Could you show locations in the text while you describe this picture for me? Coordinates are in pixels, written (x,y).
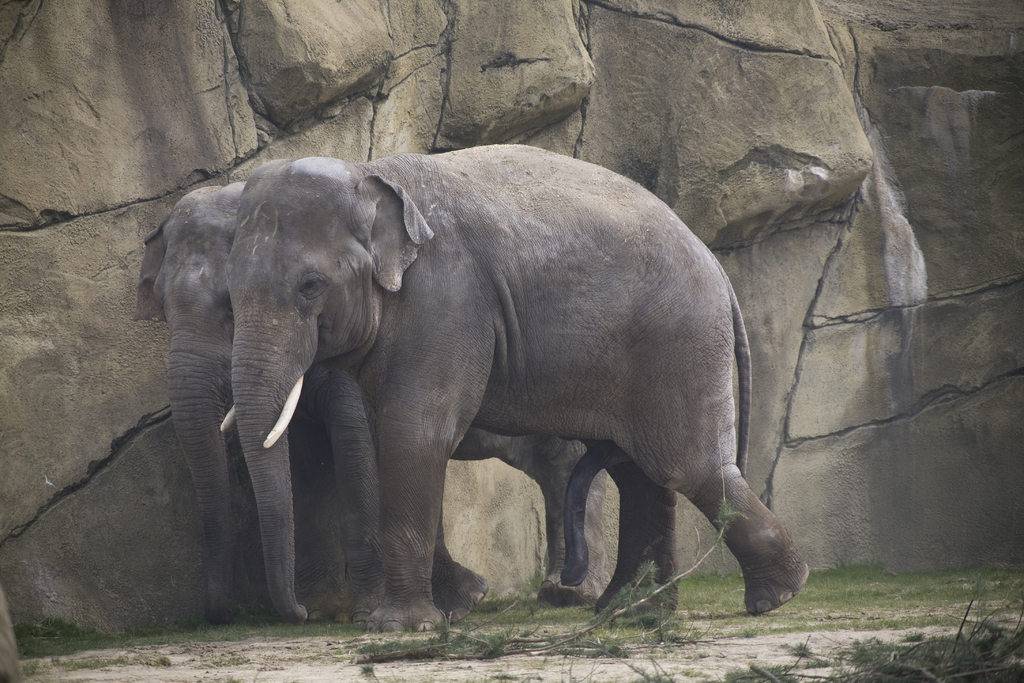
There are two elephants (345,302) present in the middle of this image (508,250) and there is a rock (670,198) in the background (172,140).
